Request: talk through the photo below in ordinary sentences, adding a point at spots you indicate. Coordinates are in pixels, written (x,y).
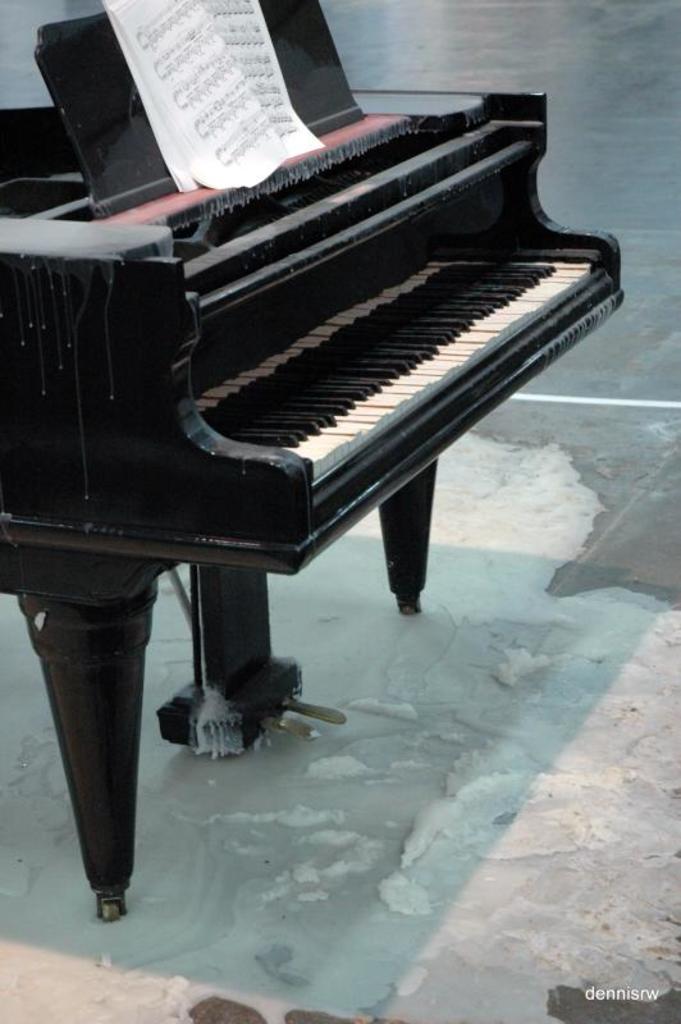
In this picture we can see piano keyboard (364,321). On the piano (326,241) we can see paper (245,78). This is floor (577,553).
